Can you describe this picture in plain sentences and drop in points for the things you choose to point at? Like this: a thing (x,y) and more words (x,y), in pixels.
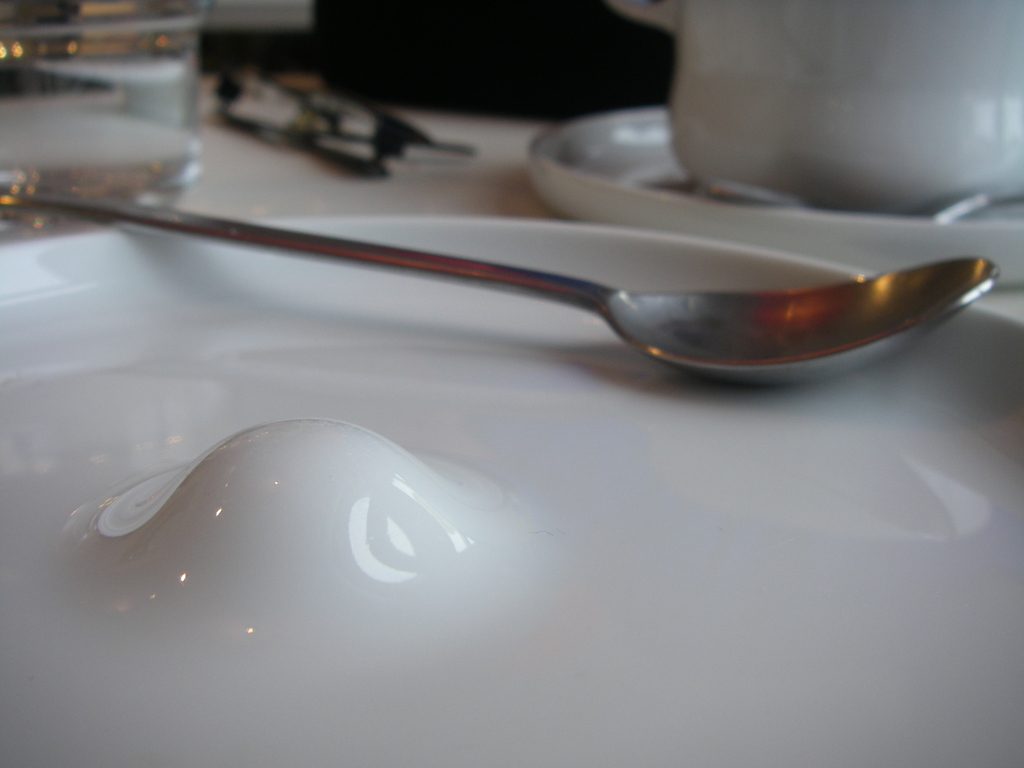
In this image we can see a plate (478,466). On the plate (600,341) there is a spoon (684,373). Near to that we can see a saucer (639,167) and cup (830,108). On the left side (106,93) there is a glass (91,101). And there is an object (316,106) in the background (340,122).
